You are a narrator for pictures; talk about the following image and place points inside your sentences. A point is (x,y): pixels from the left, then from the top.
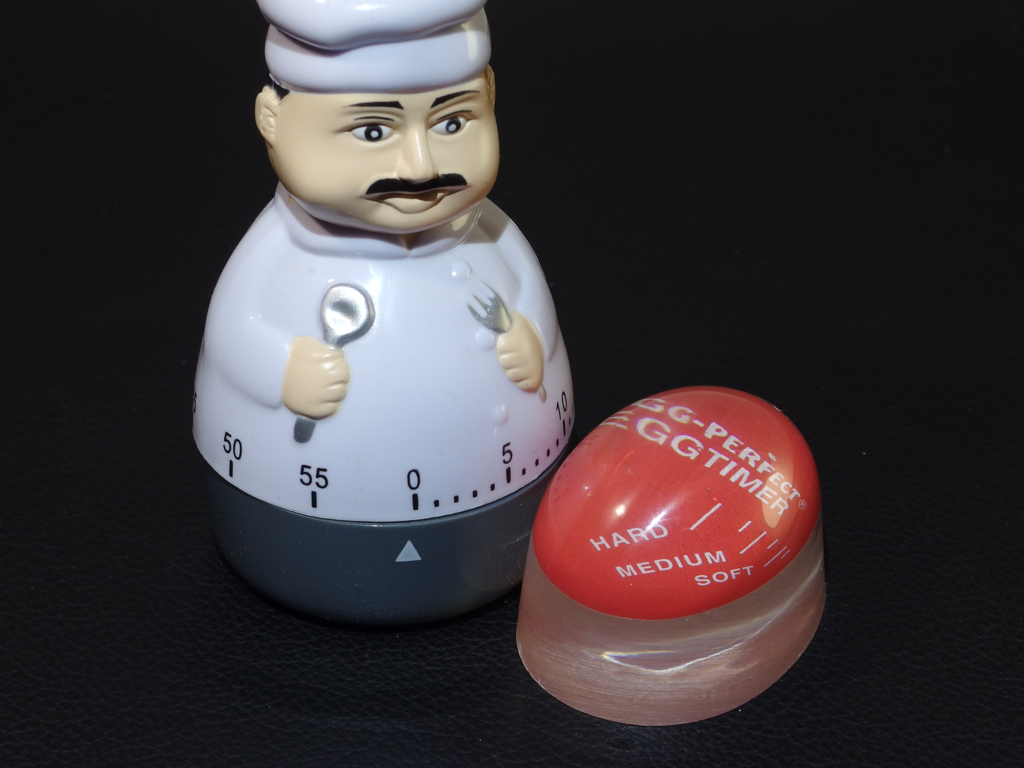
In this image, we can see a timer toy (391,377) on the black background.
